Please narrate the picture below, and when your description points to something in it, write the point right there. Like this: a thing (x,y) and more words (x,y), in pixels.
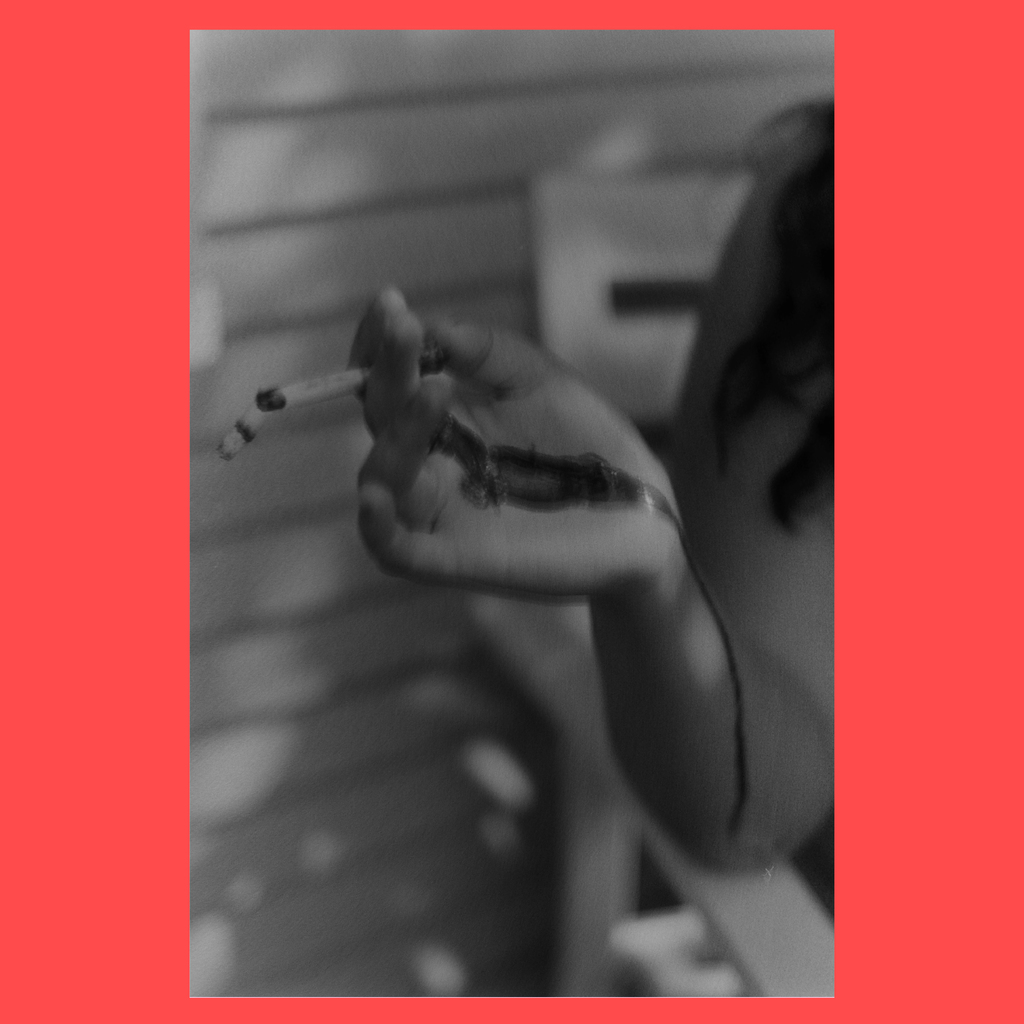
In this image a person (773,573) sitting on the chair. He is holding a cigarette (302,398) in his hand (373,397). Background (161,780) is in red colour.
